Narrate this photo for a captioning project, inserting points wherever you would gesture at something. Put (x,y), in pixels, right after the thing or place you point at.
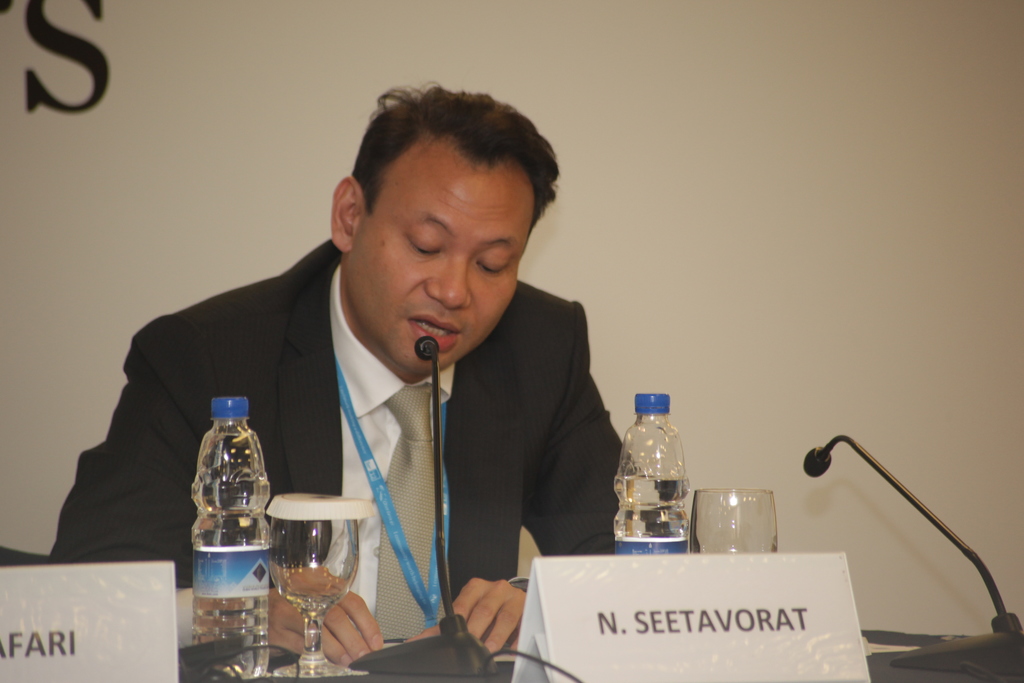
In this image there is a man (166,521) sitting, there are bottles (199,623), mike's (820,460), glasses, name plates (573,648) on the table (329,676), and in the background (7,96) there is a wall (276,83).
